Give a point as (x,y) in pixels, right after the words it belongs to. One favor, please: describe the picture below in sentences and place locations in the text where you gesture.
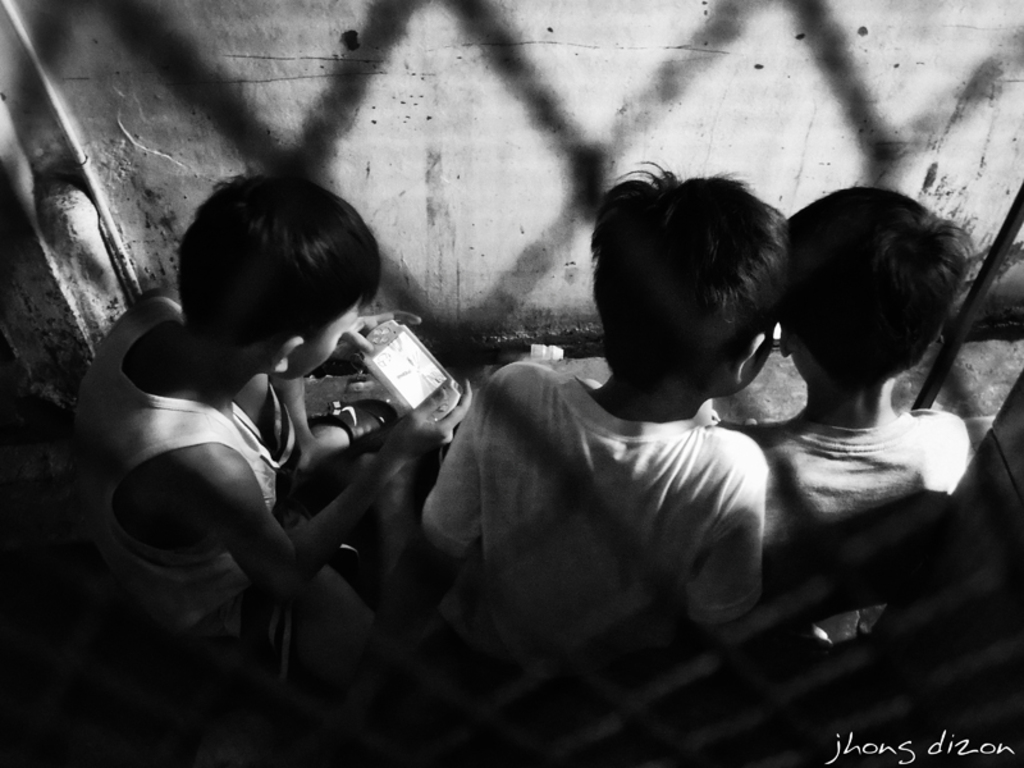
In this image I can see three people (430,556) with the dresses (577,554) and one person (403,447) holding an object (379,350). In the background (519,85) I can see the wall (579,92) and this is a black and white image.
